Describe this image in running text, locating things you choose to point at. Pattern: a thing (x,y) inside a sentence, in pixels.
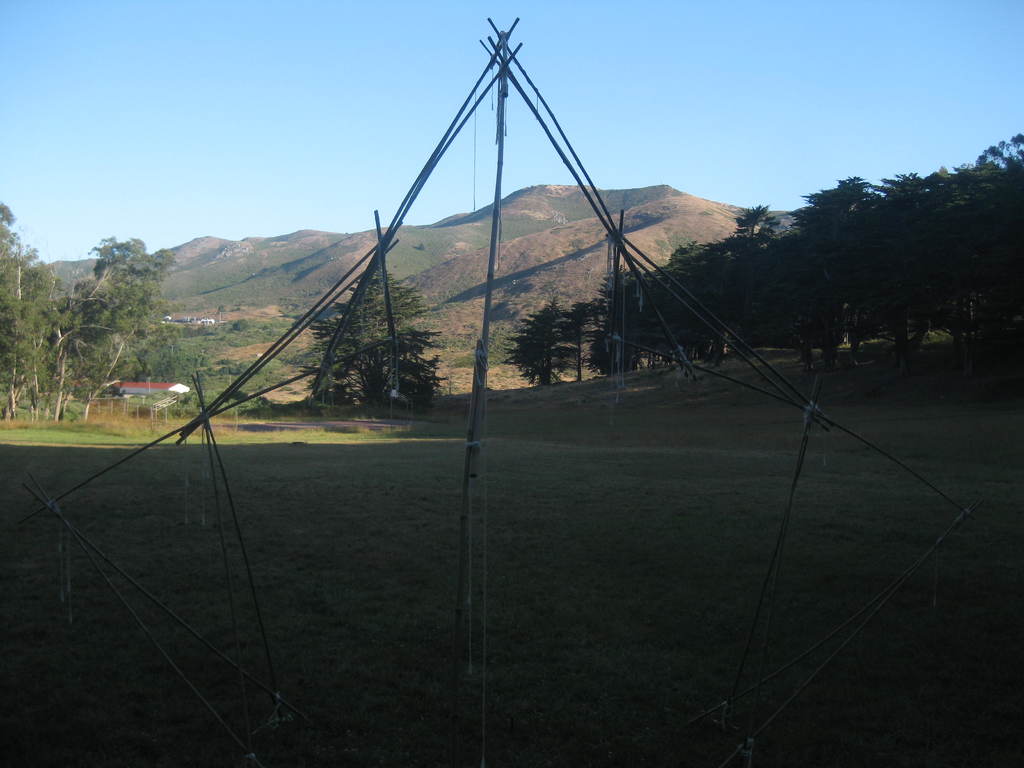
In this image I can see few sticks (471,467) are on the ground (496,606) and are tied with the ropes (486,466) to each other. In the background (173,375) I can see few trees (159,371), few buildings (172,390), few mountains (240,257) and the sky (257,120).
